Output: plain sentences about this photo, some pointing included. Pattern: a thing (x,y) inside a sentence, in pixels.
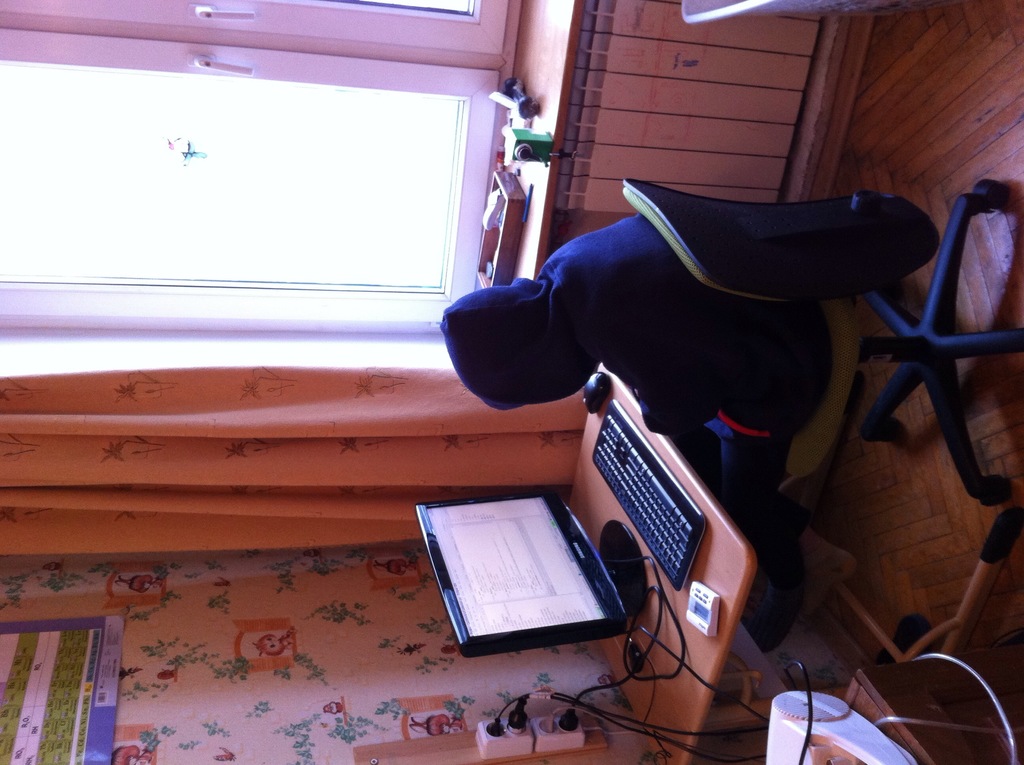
Person (668,336) is sitting on a chair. On this table (662,700) there is a keyboard (679,527), mouse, monitor (518,519) and an object (690,604). Board (85,725) and socket (508,727) is on the wall (331,689). In-front of this window (465,92) there are things (495,93). Above this table (921,705) there is an object (838,733).
